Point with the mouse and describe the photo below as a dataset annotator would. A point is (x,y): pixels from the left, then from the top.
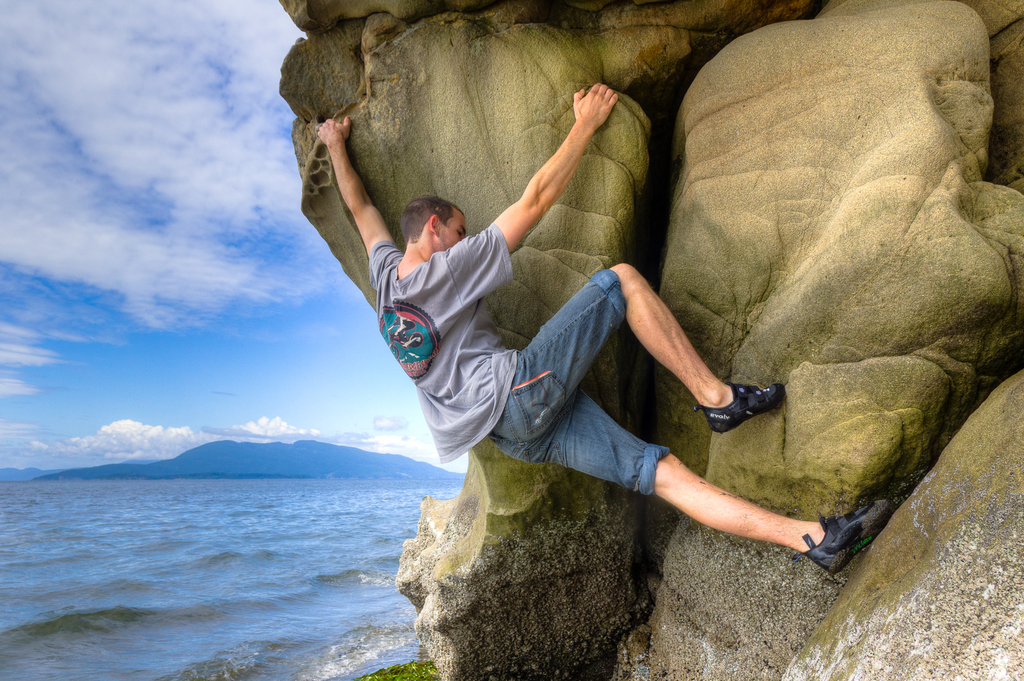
In this image we can see a person (615,307) climbing a mountain (574,235). On the left side (184,565), we can see the water (225,520), mountains (252,468) and the sky (164,430).
